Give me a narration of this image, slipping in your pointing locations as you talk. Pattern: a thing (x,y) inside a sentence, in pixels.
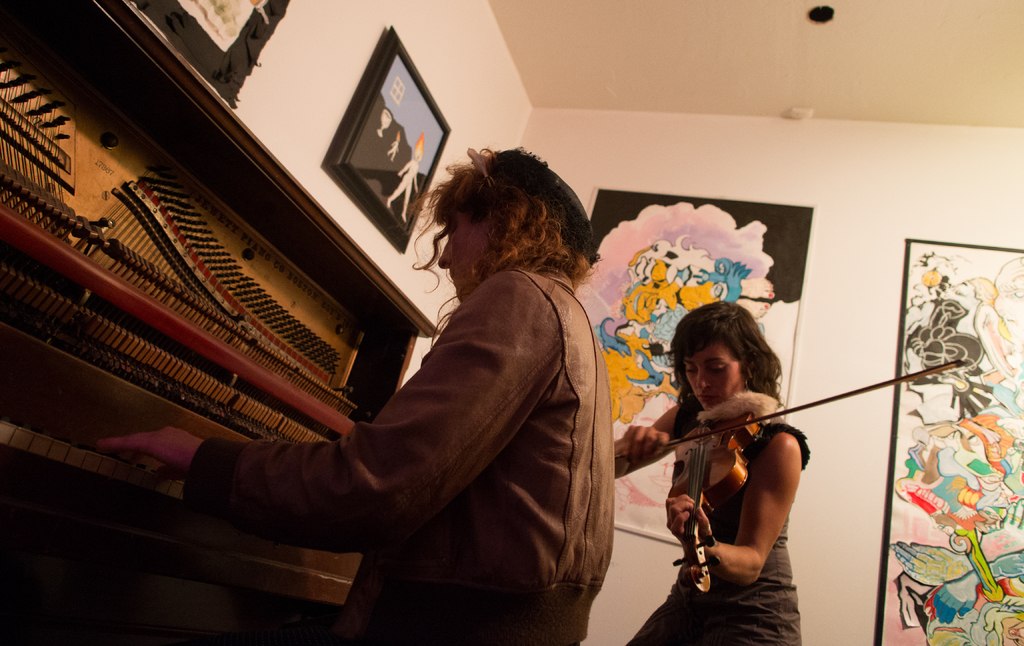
In the image we can see there is a person (491,482) who is standing and playing piano (240,409) and another person (729,581) is playing violin (746,445).
